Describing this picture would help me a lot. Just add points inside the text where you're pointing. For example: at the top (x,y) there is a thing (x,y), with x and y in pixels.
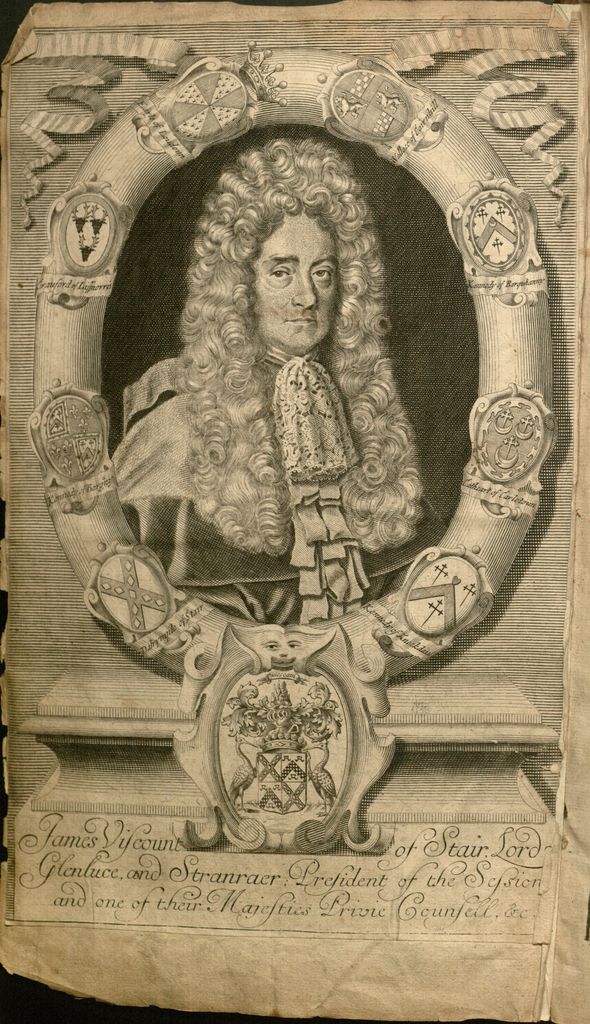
In this image we can see an image of a paper (232,695). In the paper (422,645), we can see the image of a person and some text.
